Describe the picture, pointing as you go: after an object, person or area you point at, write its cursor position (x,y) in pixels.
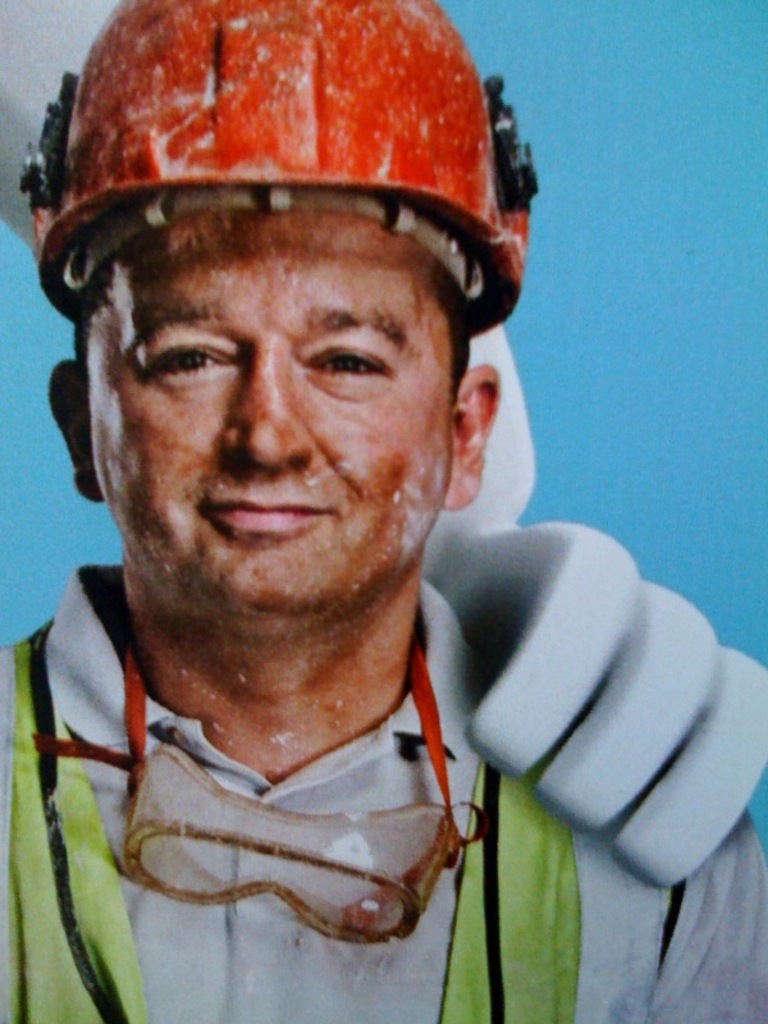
In this picture we can see the edited image of the man (369,705), standing in the front (287,141) and wearing red helmet (416,137). Behind there is a blue background (665,112).
